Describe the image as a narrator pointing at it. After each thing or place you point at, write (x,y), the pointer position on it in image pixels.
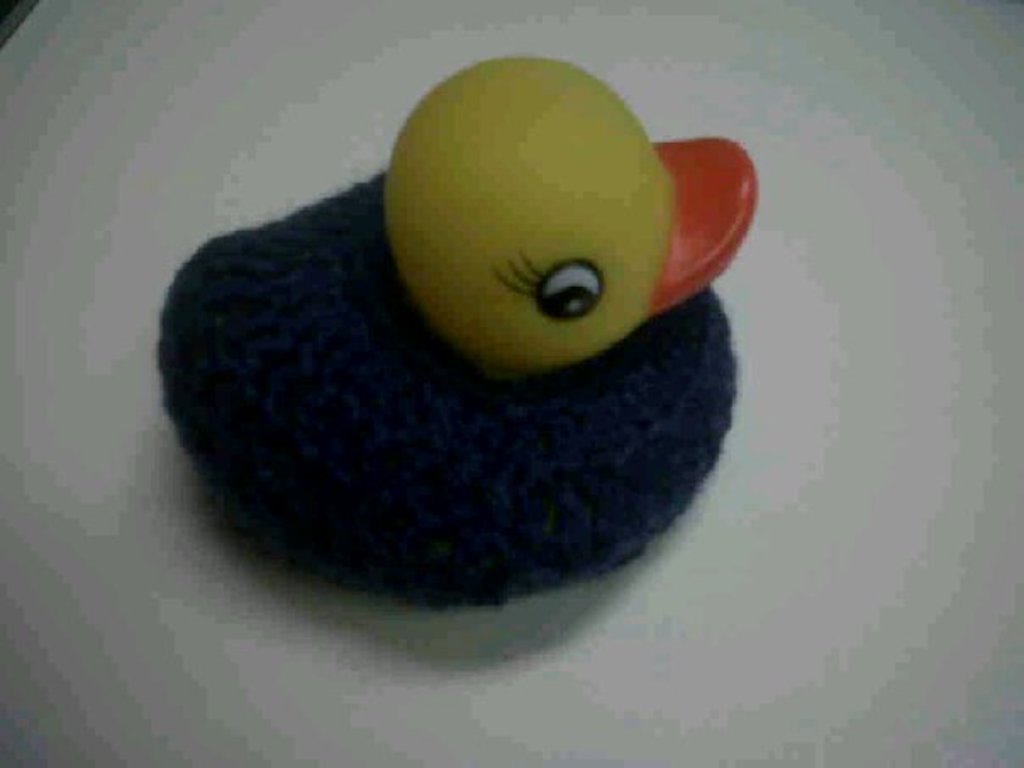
In the middle of this image (618,445), there is a toy (298,235) on a surface (213,235). And the background (72,440) is white in color.
